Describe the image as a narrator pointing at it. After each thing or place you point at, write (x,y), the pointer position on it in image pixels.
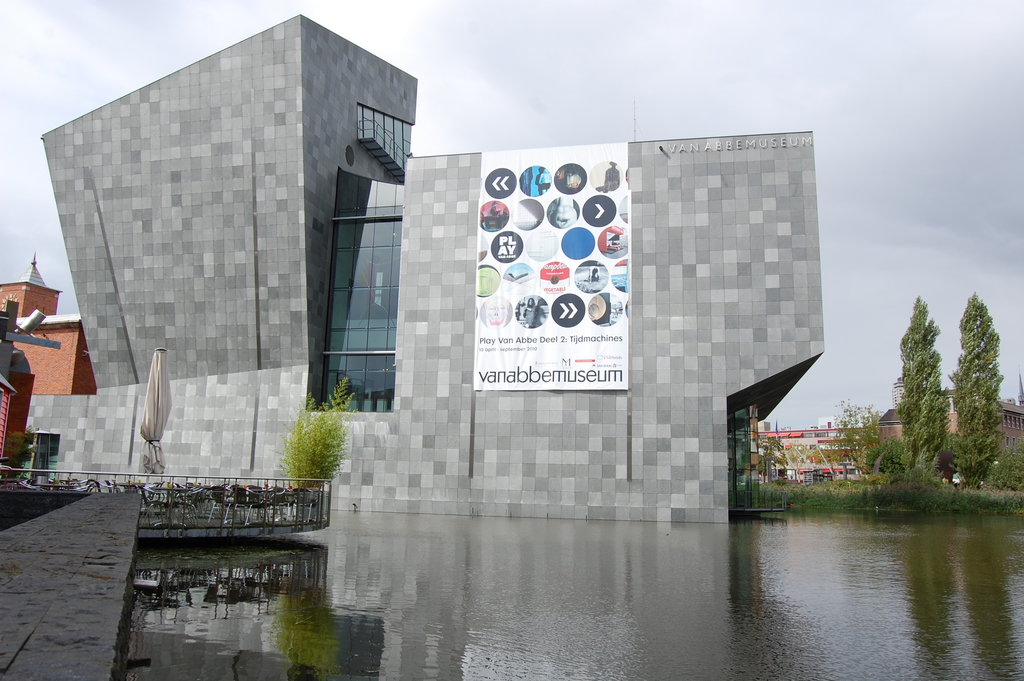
There is a water pond (486,598), near a building (650,213), on which, there is a banner (559,293). And the building (392,333) is having glass windows (361,201). On the left side (181,497), there is a floor (81,509), there are chairs (278,495) arranged on the floor (268,514) near a plant (301,452). In the background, there are buildings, there are trees (966,414) and there is sky (477,64).
